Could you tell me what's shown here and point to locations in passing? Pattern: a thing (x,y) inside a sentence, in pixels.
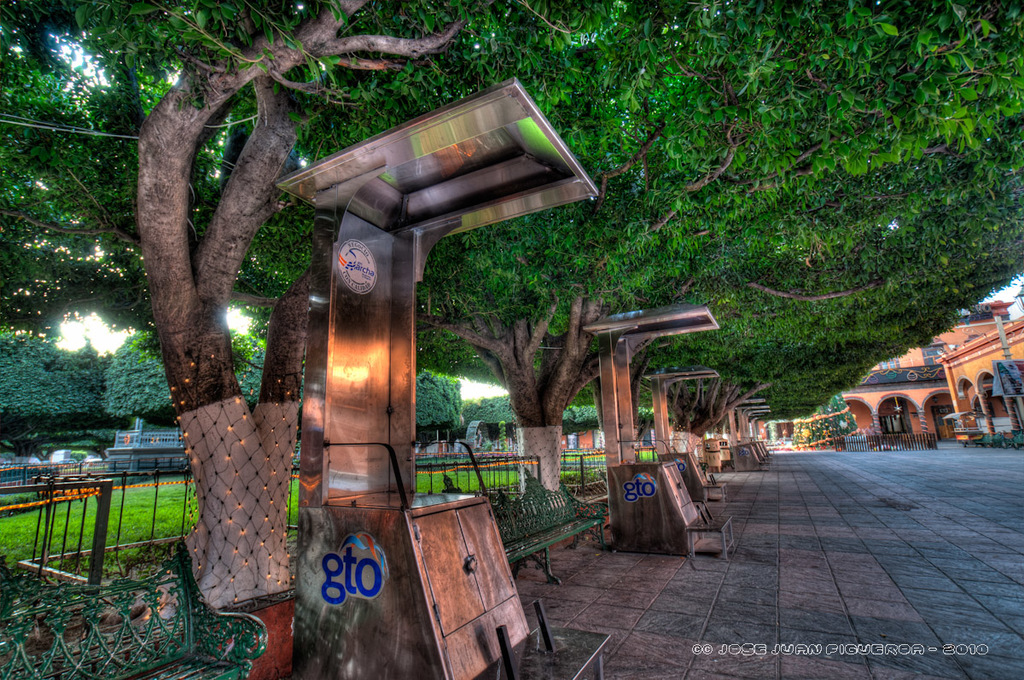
In this image on the right side (938,409), I can see the buildings (959,389). On the left side (25,660) I can see the benches (549,522). In the background (80,478), I can see the rail (158,473), grass (114,500) and the trees (537,438).
